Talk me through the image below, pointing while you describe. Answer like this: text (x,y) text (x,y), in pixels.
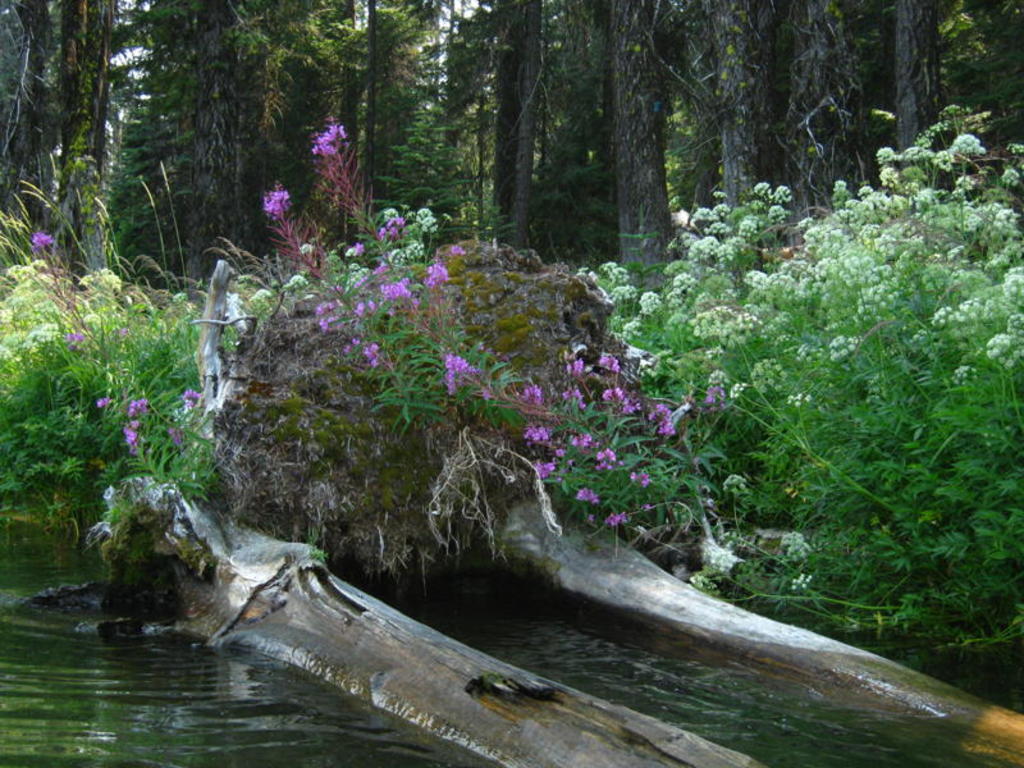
At the bottom of the image (734,745) there is water (385,743) with tree trunks (284,578). Behind the water (255,718) there are plants (182,456) with leaves (155,377) and flowers (1001,214). There are trees (519,100) in the background (593,67).
